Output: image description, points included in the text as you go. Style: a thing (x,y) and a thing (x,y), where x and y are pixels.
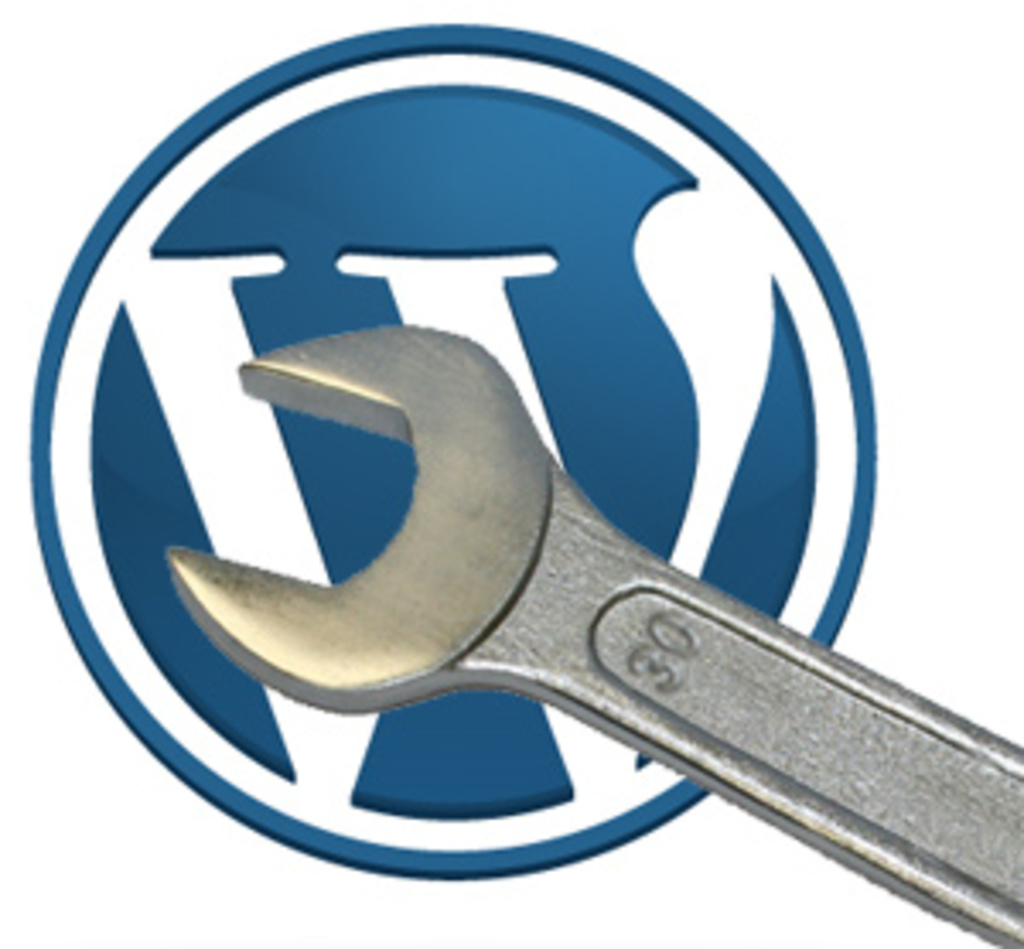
This picture contains a spanner (494,656) or a wrench (628,626). Behind that, we see a logo (140,568) in blue color. In the background (490,883), it is white in color.
